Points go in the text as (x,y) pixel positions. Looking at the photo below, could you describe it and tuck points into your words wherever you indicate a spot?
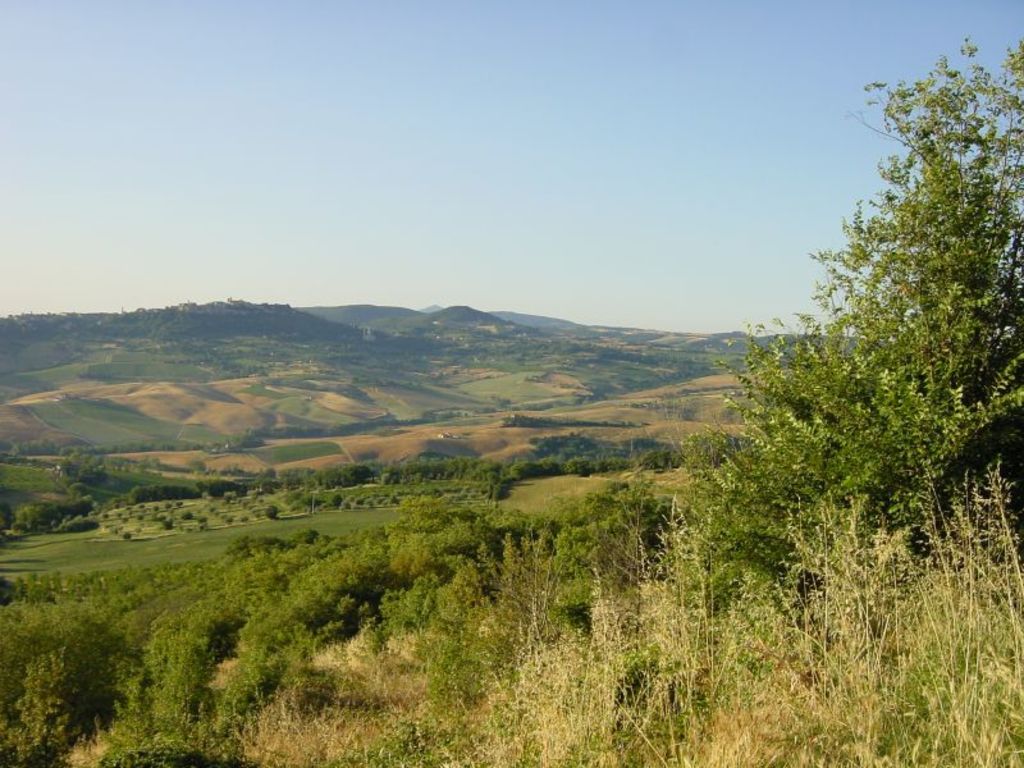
In this image I can see some grass (639,645) and few trees (1008,423) which are green in color. In the background (452,453) I can see the ground (468,442), few mountains (311,354) and the sky (536,120).
